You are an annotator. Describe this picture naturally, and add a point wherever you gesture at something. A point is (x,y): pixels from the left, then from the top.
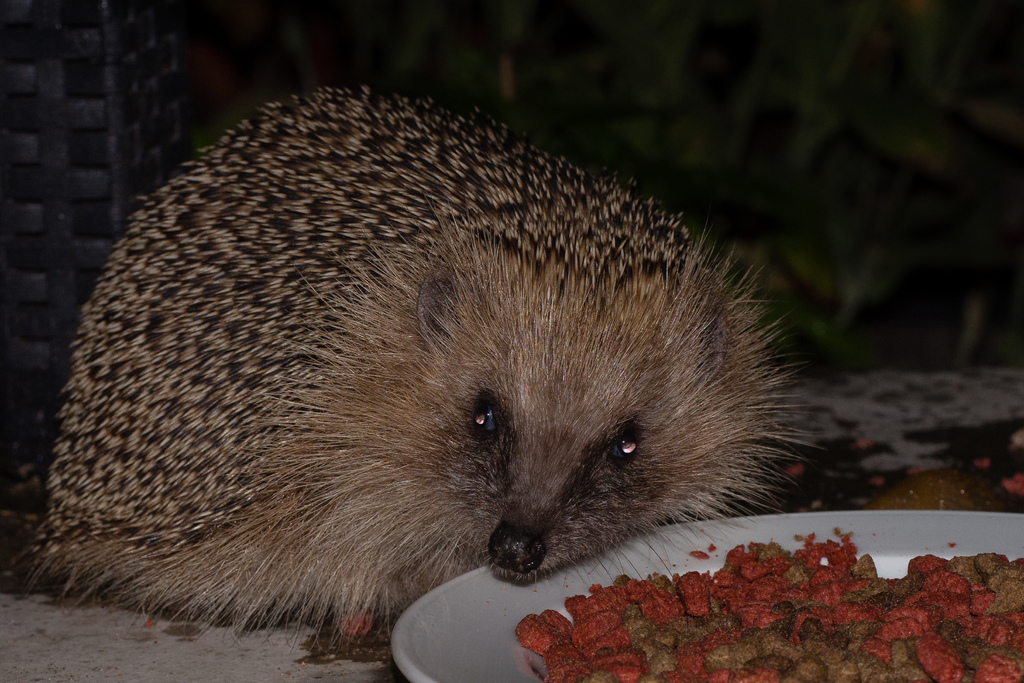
There is hedgehog (256,578) on the floor (339,636) near a white color plate (689,567). which is having food items (910,592). And the background (864,117) is dark in color.
